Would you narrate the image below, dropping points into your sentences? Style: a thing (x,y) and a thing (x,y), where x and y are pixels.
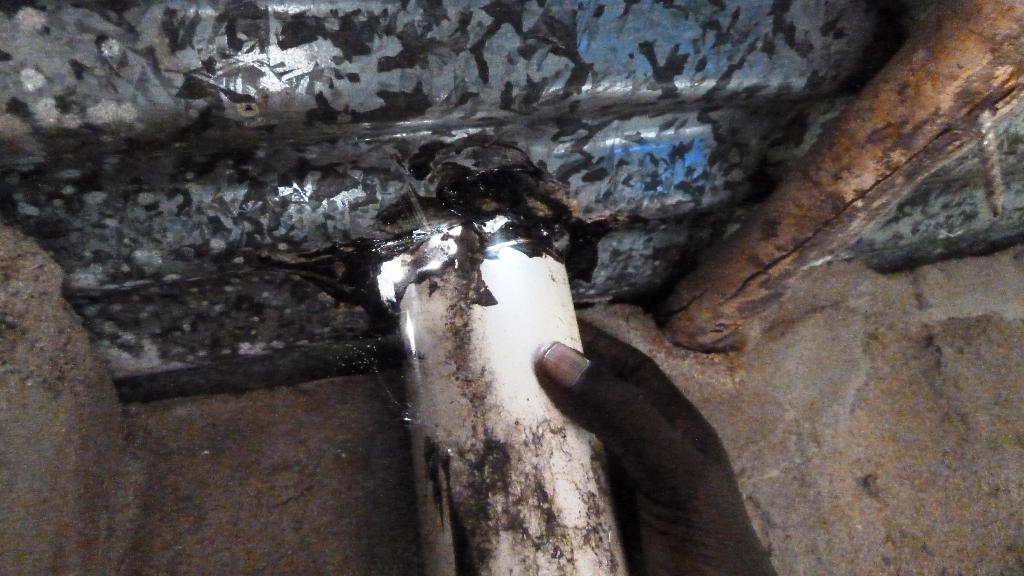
In the picture we can see some person's hand (580,395) who is holding some pipe (521,422) and there is metal sheet (277,284).
